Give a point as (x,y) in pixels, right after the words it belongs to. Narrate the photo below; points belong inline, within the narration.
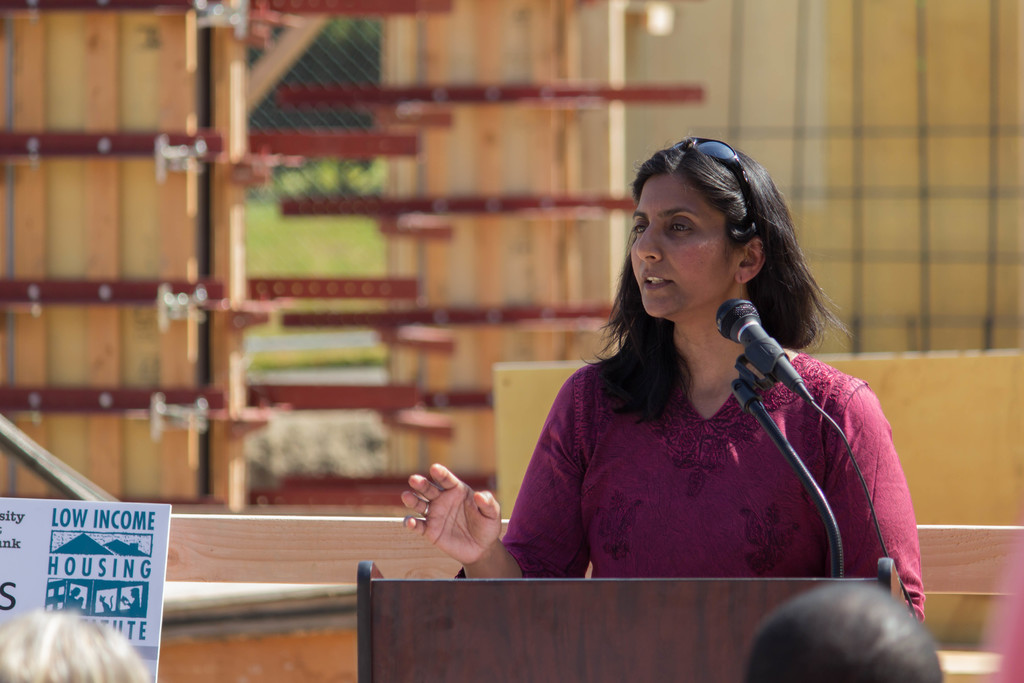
In this image we can see a woman (727,294) wearing the glasses (702,142) and standing in front of the podium (745,637) and also the mike (740,400). We can also see the text board (79,568), fence (194,270), grass (344,219) and also the plants (333,191). At the bottom (813,650) we can see the people heads (861,642).
